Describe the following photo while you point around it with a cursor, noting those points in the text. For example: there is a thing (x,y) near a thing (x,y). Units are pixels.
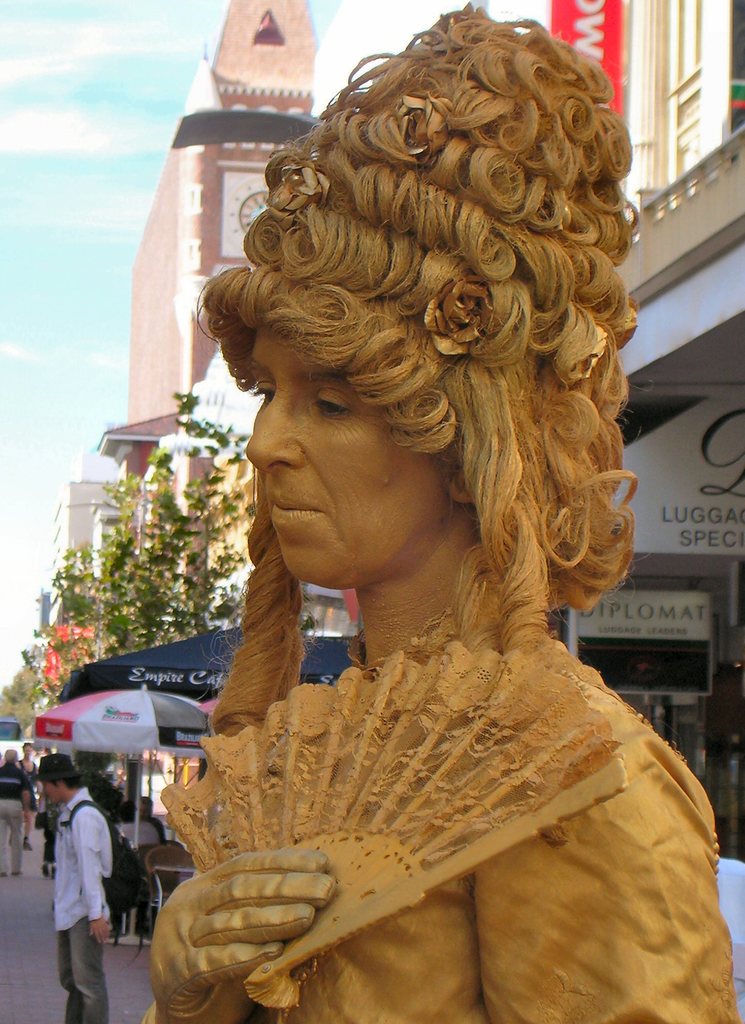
In this image there is a woman (379,495) in the middle (326,565) who has a gold colour paint (404,651) to her body (425,617). She is standing like a statue (482,573). In the background (79,733) there are umbrellas (141,672) under which there are few people (148,835) sitting in the chairs (146,863) in front of the table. In the background (185,239) there are buildings (162,313). In front of the building (170,339) there are trees (138,610).
